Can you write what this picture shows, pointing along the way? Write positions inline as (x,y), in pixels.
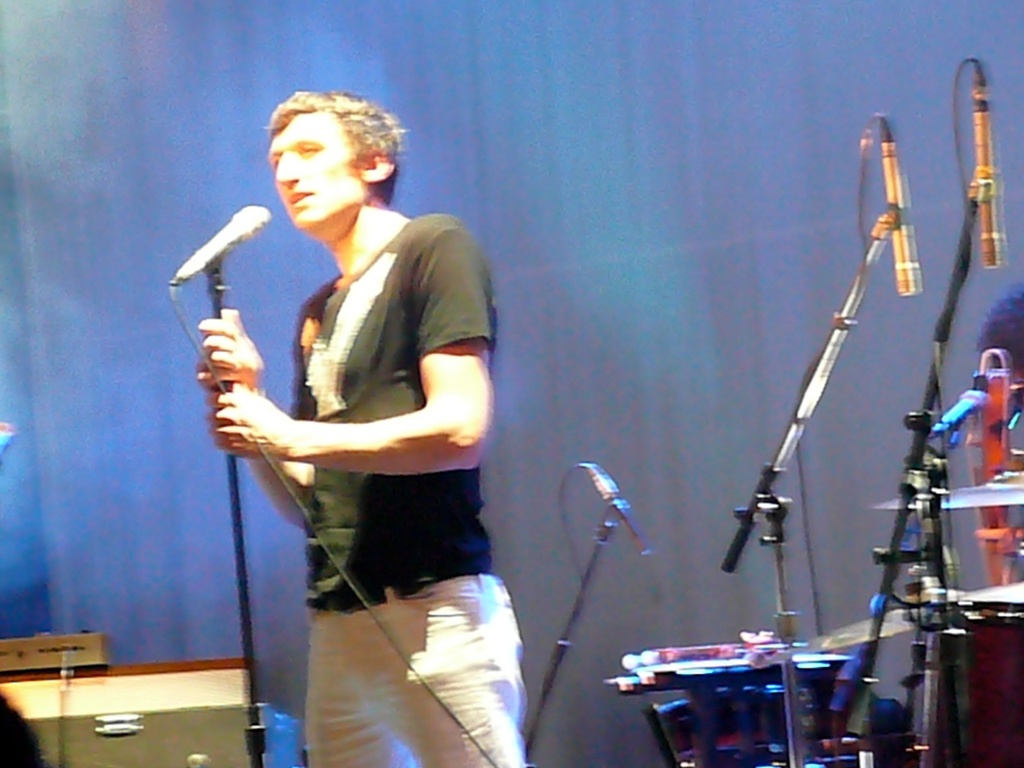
On the right side of the picture (907,236) there are microphones (903,181), drums (966,497). In the center of the picture (403,336) there is a person (351,469) holding a microphone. On the left (116,691) there are some objects (86,703). In the background (477,59) there is curtain (657,57).
